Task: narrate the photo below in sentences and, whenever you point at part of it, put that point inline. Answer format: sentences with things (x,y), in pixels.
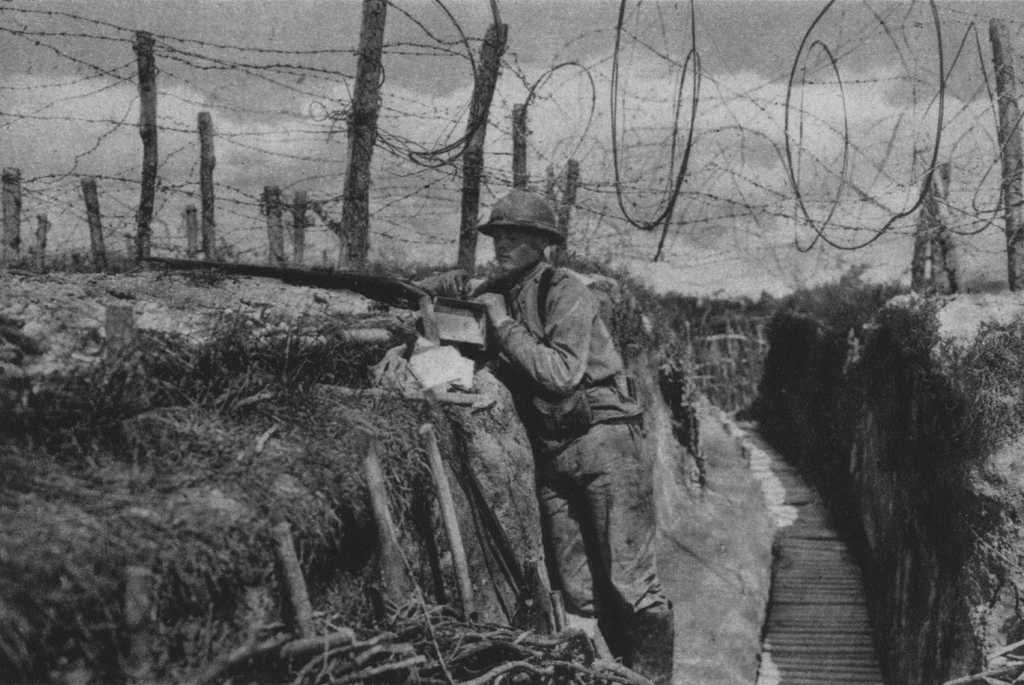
This is a black and white picture. In this picture we can see a person (545,383) holding an object (428,296). We can see some grass (50,526) and wooden objects (544,636) on the left side (202,472). There are a few poles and a fence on these poles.
